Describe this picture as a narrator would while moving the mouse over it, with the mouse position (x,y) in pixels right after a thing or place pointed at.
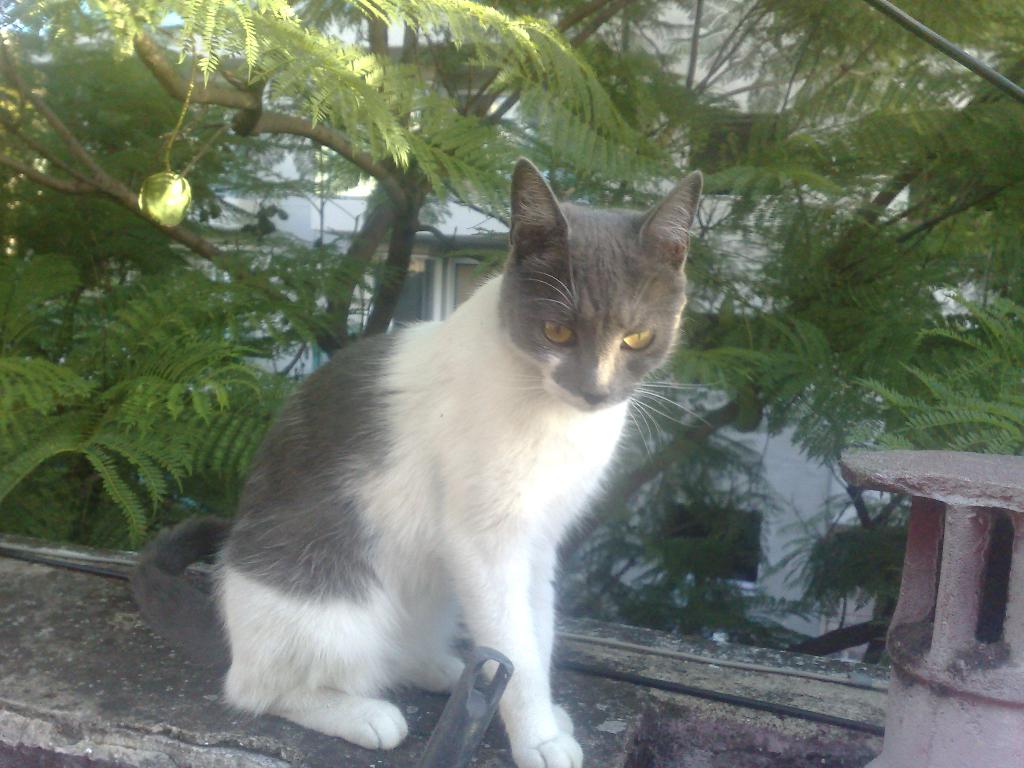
In this picture there is a cat (542,442) who is sitting on this wall (150,662), behind the cat (327,454) I can see the tree (819,447). In the background (758,514) I can see the white building (791,491). In the top left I can see the sky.
